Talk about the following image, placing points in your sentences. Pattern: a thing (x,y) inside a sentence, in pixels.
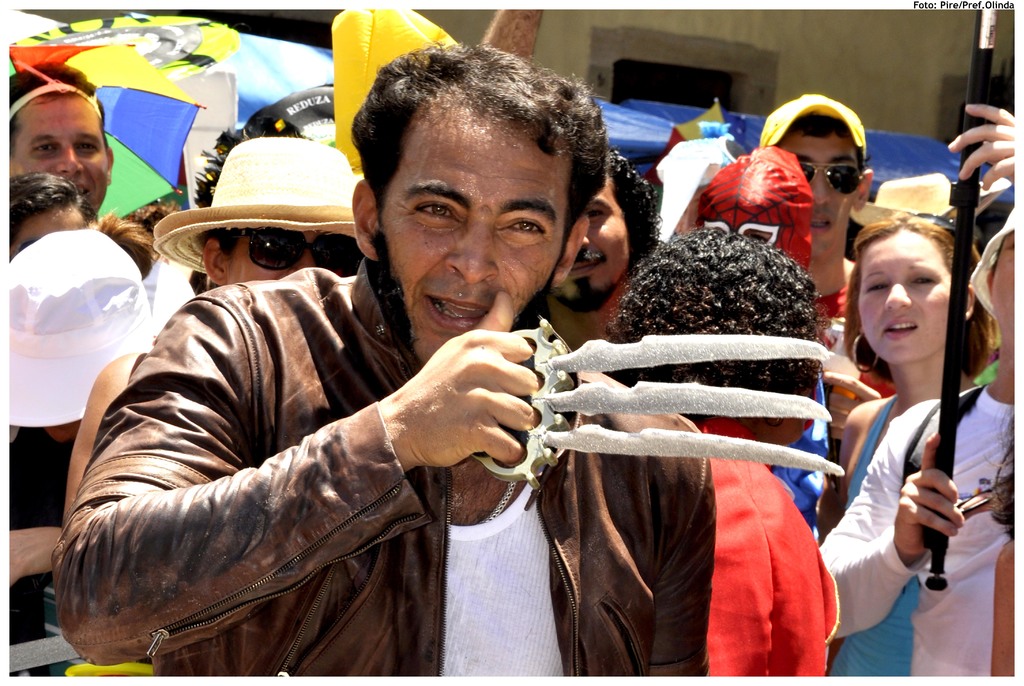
In this picture we can see a person (403,329) holding an object (714,341) in his hand (438,411). We can see a man (976,107) holding a stick (959,312) on the right side (883,516). There are a few people (503,30) seen at the back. It looks like a building (729,64) in the background (765,41). There is some text (950,1) visible in the top right (972,9).
